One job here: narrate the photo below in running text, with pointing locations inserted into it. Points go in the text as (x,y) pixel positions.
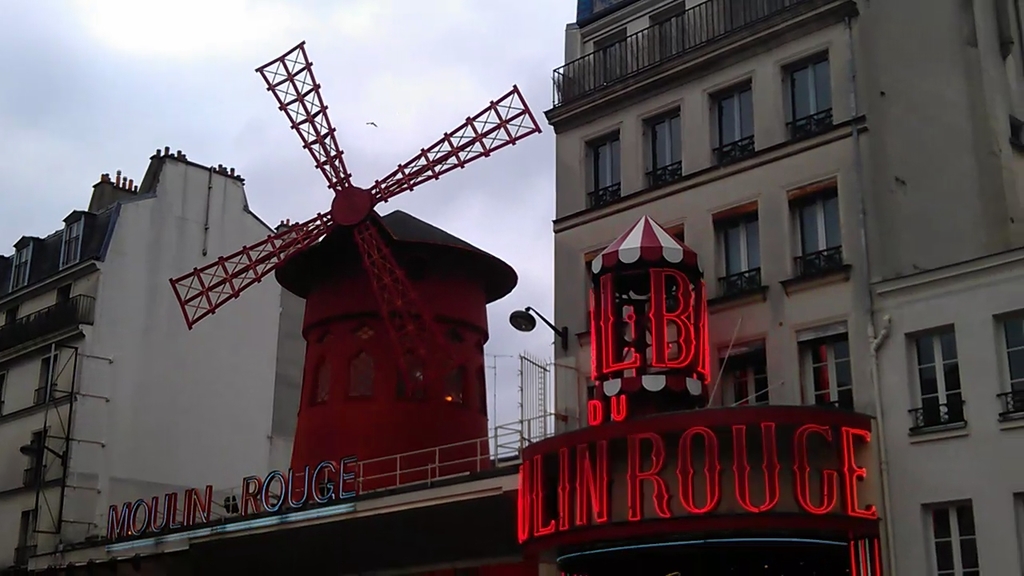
Here we can see buildings (685,170), windows (821,385), and boards (685,502). In the background (492,32) there is sky (198,49).
